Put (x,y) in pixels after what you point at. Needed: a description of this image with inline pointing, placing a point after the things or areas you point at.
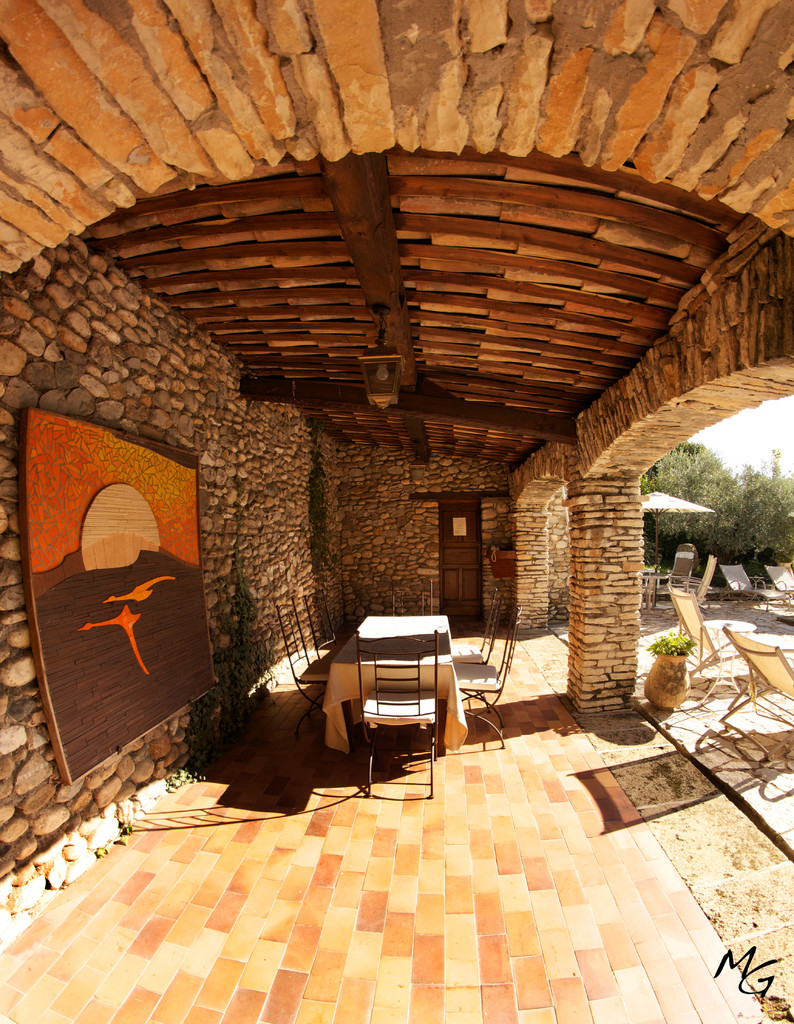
In this image we can see a dining table (405,673) with chairs (391,666). Near to that there are brick walls (292,472) and pillar (580,553). On the wall (57,382) there is a painting (109,568). On the right side (681,576) there are chairs (747,576), pot (672,679) with plants (678,650) and trees (744,494). In the right bottom corner (742,964) something is written.
